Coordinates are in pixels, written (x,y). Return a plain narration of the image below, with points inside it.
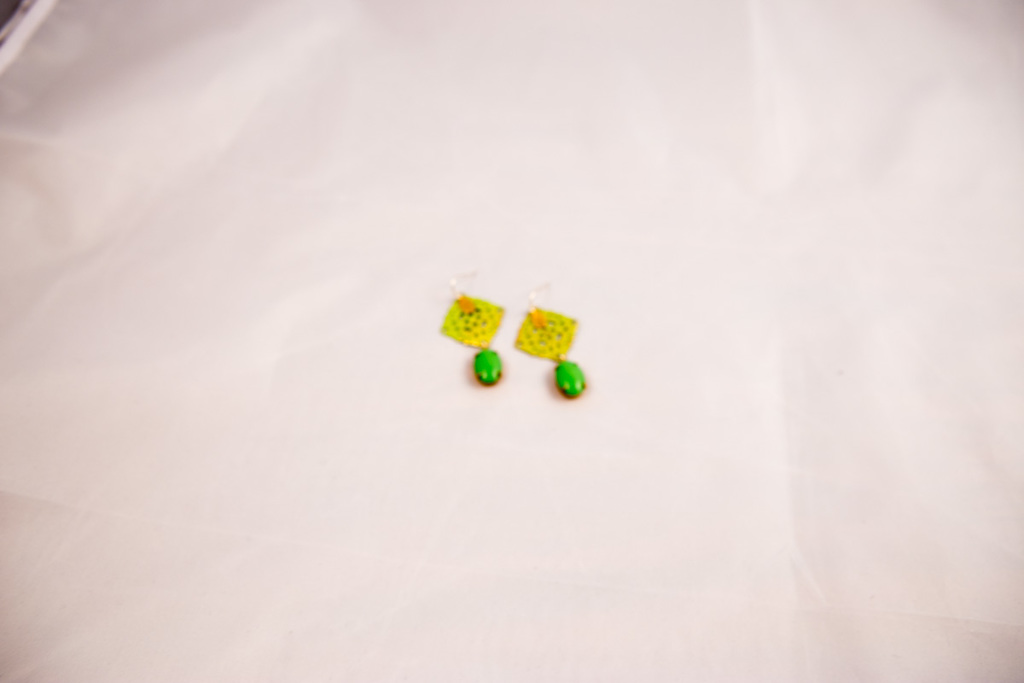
Here we can see colorful earrings (484,366) on white surface (489,396).
